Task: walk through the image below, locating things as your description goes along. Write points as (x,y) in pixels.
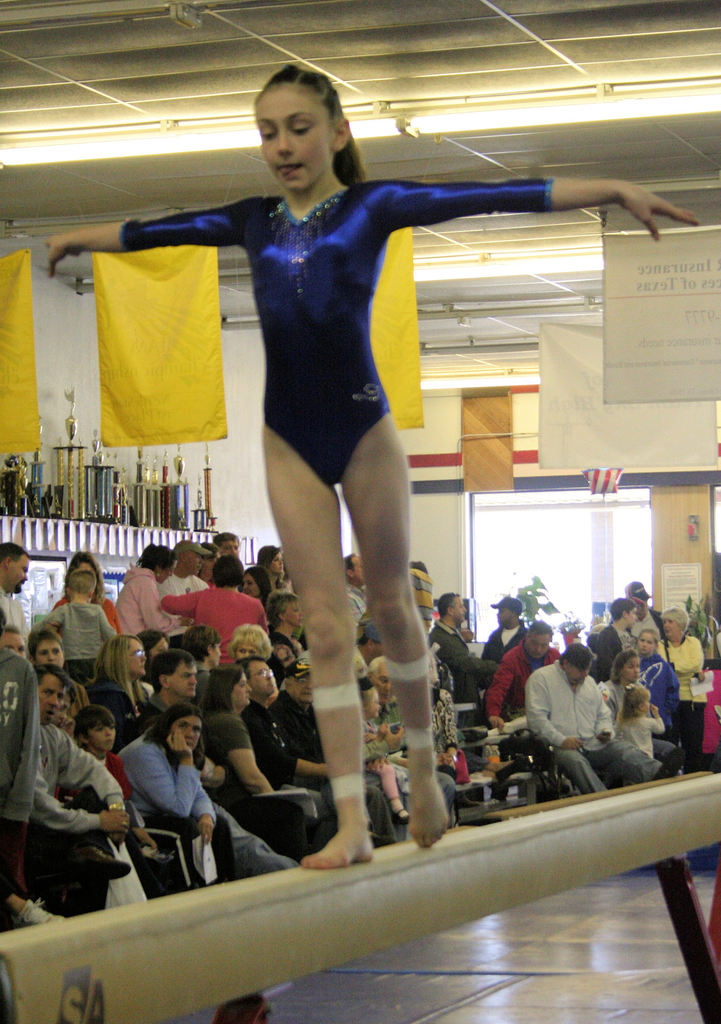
In this image in the center (324,479) there is one girl (304,488) who is walking on a stick (474,857), and in the background (371,652) there are a group of people (379,746) some of them are sitting and some of them are standing. And at the bottom (452,945) there is floor (658,877), and in the background (201,475) there are some shields (208,479), cups (14,501), flags (392,401), wall (452,539), window (570,501) and some boards (646,270). At the top (157,57) there is ceiling (427,142) and lights (46,151).
